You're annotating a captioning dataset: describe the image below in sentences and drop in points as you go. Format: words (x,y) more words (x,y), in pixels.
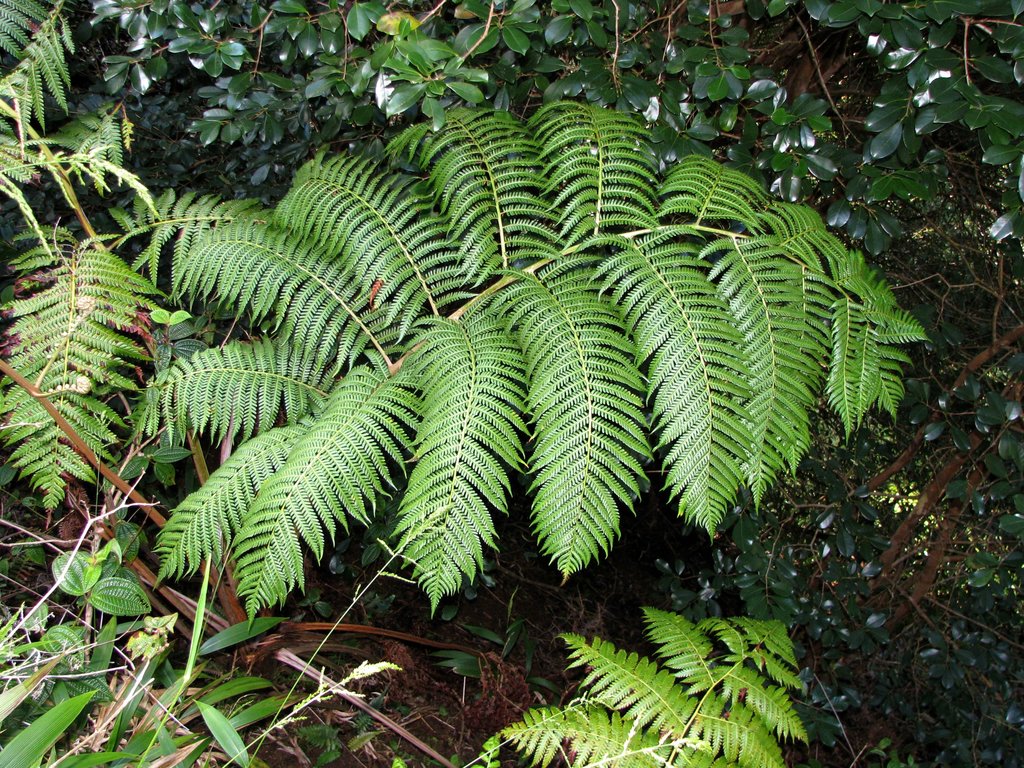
In this image we can see some plants (417,460), and the grass (199,626).
